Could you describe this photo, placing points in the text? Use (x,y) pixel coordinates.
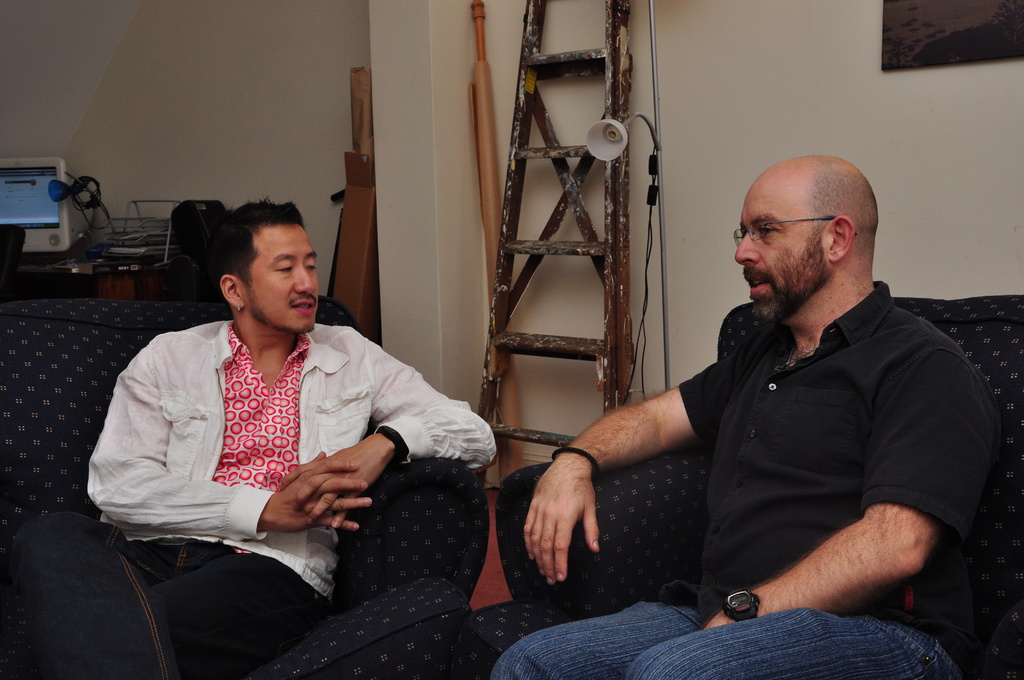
These two people (829,380) are sitting on the couch (497,517). On this table (116,278) there is a monitor (51,179), cable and things (147,242). Beside this ladder (630,140) there is a lamp (656,181). Picture (963,42) is on the wall (805,119).
